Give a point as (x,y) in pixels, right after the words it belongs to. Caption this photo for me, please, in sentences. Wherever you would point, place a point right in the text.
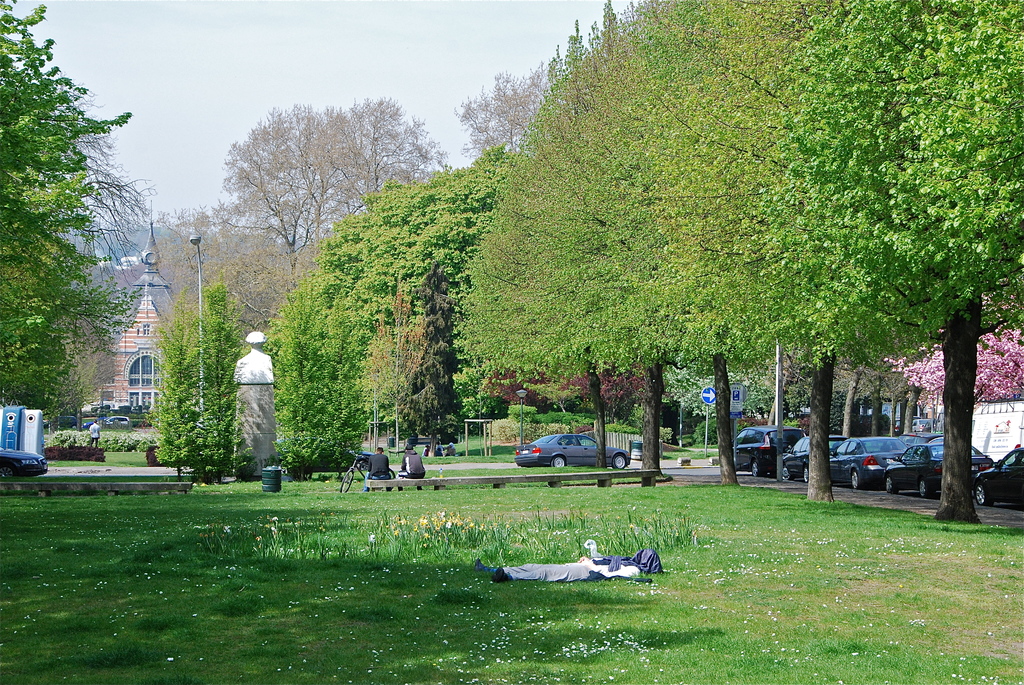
This picture is clicked outside. In the foreground (75,512) we can see the ground (56,556) is covered with the green grass (243,595) and there are some objects (569,573) placed on the ground (364,518) and there are two persons (417,472) sitting on the bench (501,480) and there are some vehicles (981,489) parked on the ground (901,538) and we can see the lights (195,235) attached to the poles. In the background (249,30) there is a sky (155,84), trees (59,369) and buildings (145,350).
